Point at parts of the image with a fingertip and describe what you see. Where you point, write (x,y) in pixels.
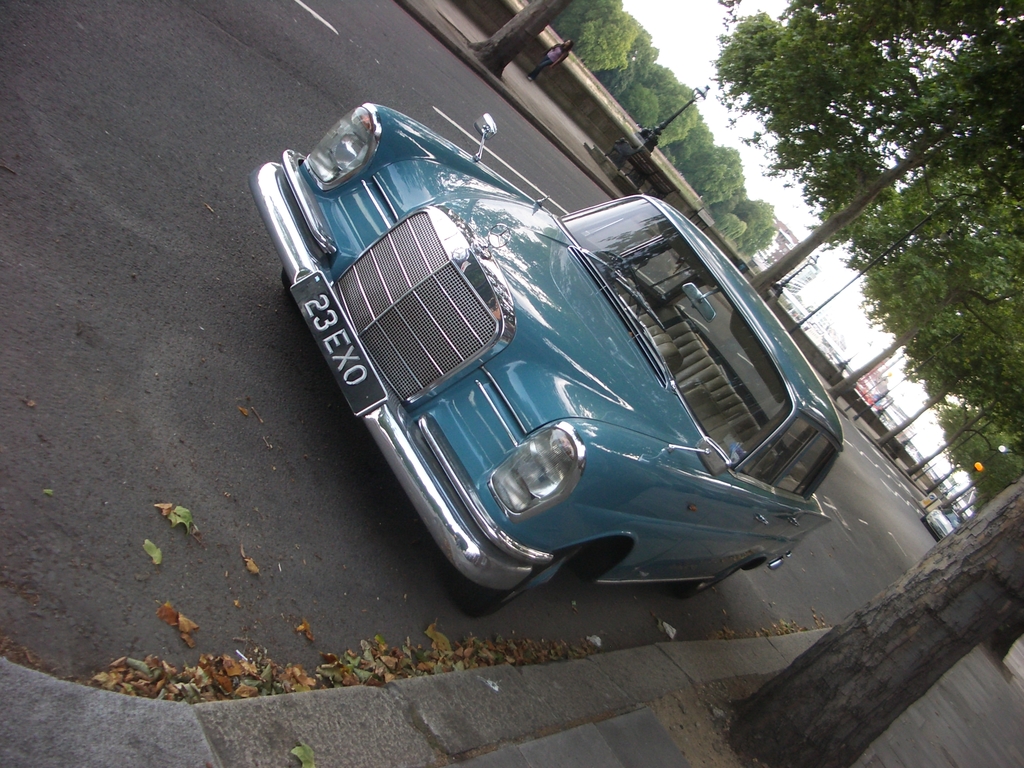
In this image I can see the road (124,453), few leaves (169,606) on the road (492,631), a car (573,440) which is blue in color on the road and few trees (506,23). In the background (506,42) I can see a person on the sidewalk (555,122), few trees (518,28), few poles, few buildings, few vehicles (932,532) on the road (917,523) and the sky (688,38).
